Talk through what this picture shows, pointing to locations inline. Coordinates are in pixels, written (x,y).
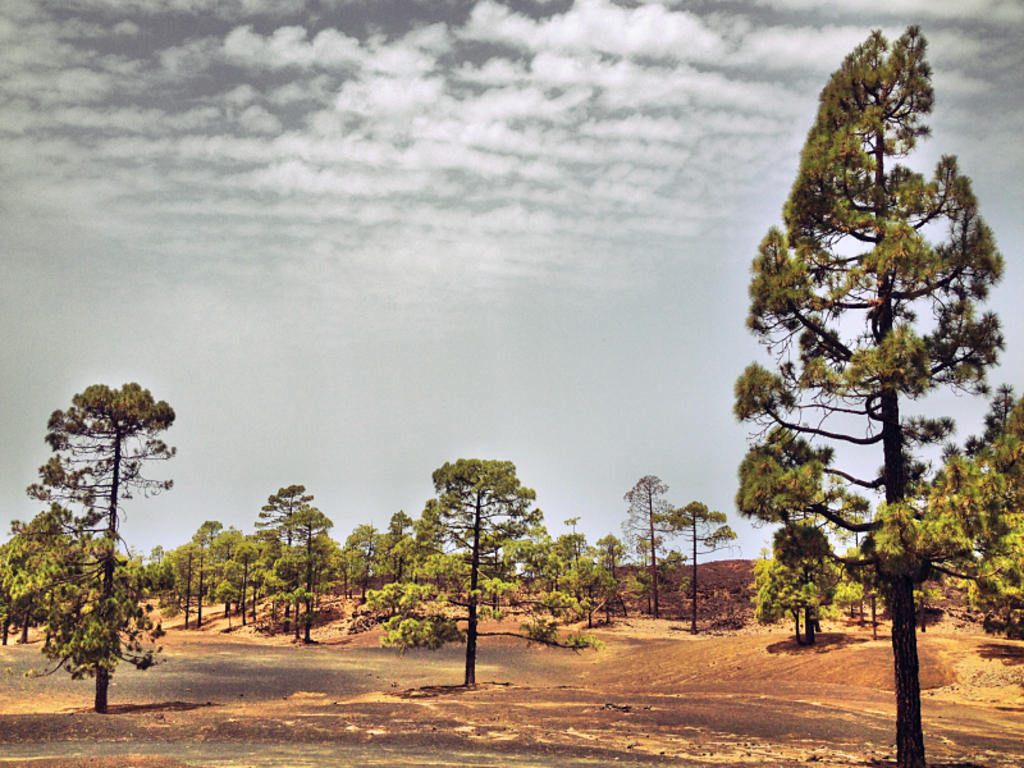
As we can see in the image there are trees (780,594), sky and clouds (607,119).
